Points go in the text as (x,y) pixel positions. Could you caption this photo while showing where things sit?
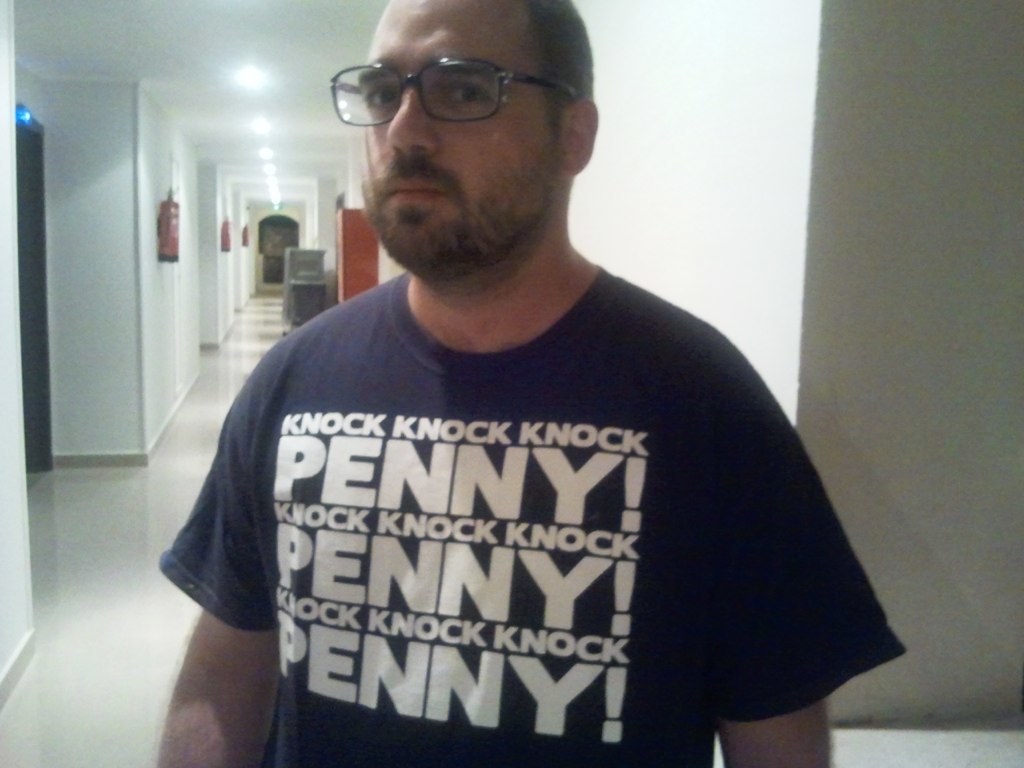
In this image we can see a person (530,490) standing on the floor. On the backside (347,293) we can see a wall (185,313), fire extinguishers (178,245), a door (31,284) and some ceiling lights (272,187) to a roof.
